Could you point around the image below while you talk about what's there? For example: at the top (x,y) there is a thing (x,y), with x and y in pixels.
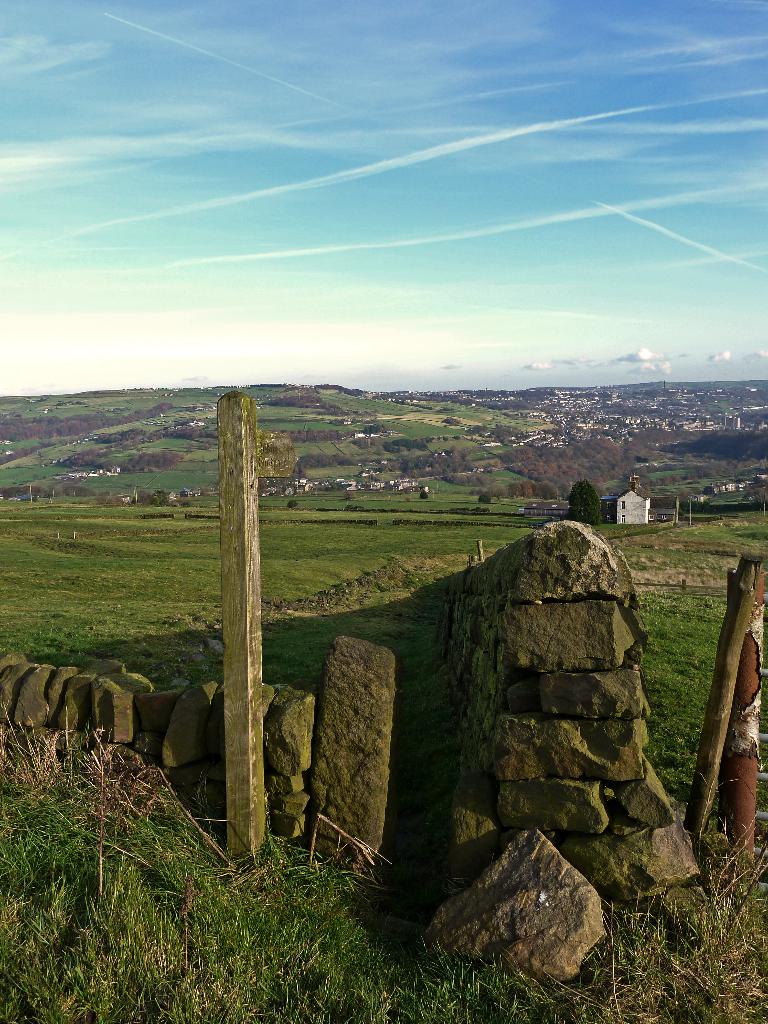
This picture is clicked outside the city. In the foreground (562,604) there is a stone wall (547,707) and we can see the wooden posts (239,496). In the background (384,563) there is a sky (439,315), houses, green grass (430,496) and some other objects (634,433).
